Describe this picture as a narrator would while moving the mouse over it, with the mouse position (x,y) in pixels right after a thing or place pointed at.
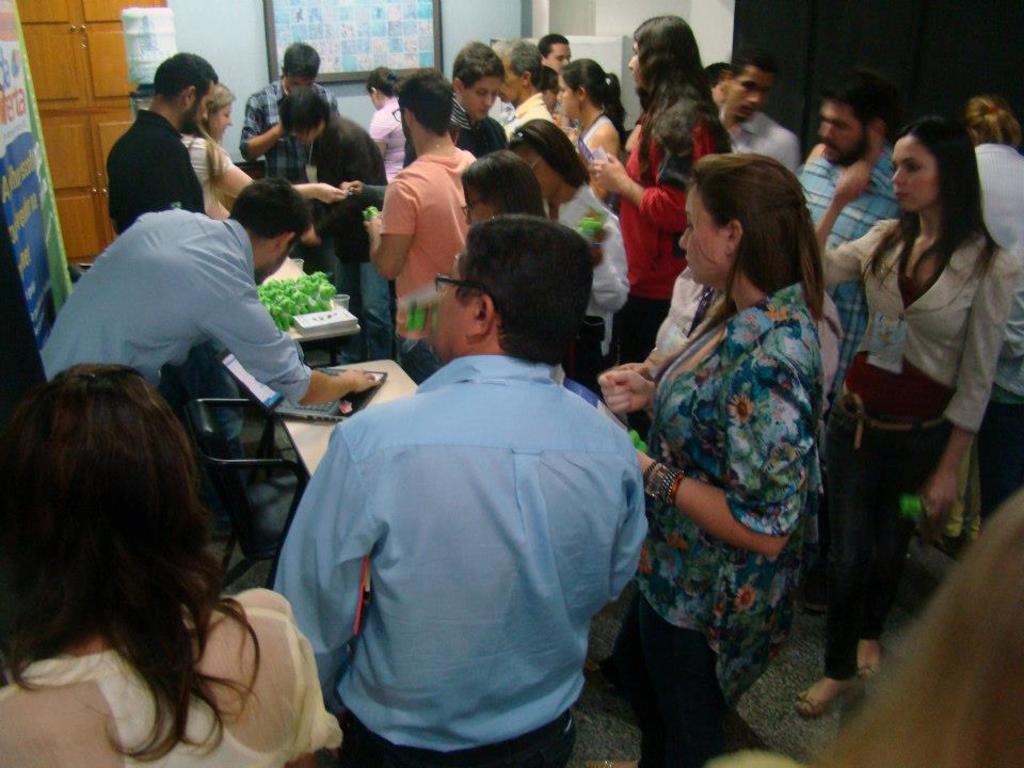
The picture is taken in a room (246,81). In the center of the picture (399,487) there are people (949,223), tables (309,305), objects (308,316), laptop (247,390) and other objects (285,309). In the background (276,32) there is a closet (78,36) and a frame (325,45). On the left (31,231) there is a banner (26,216). On the right (882,57) there is a black curtain (868,54).
